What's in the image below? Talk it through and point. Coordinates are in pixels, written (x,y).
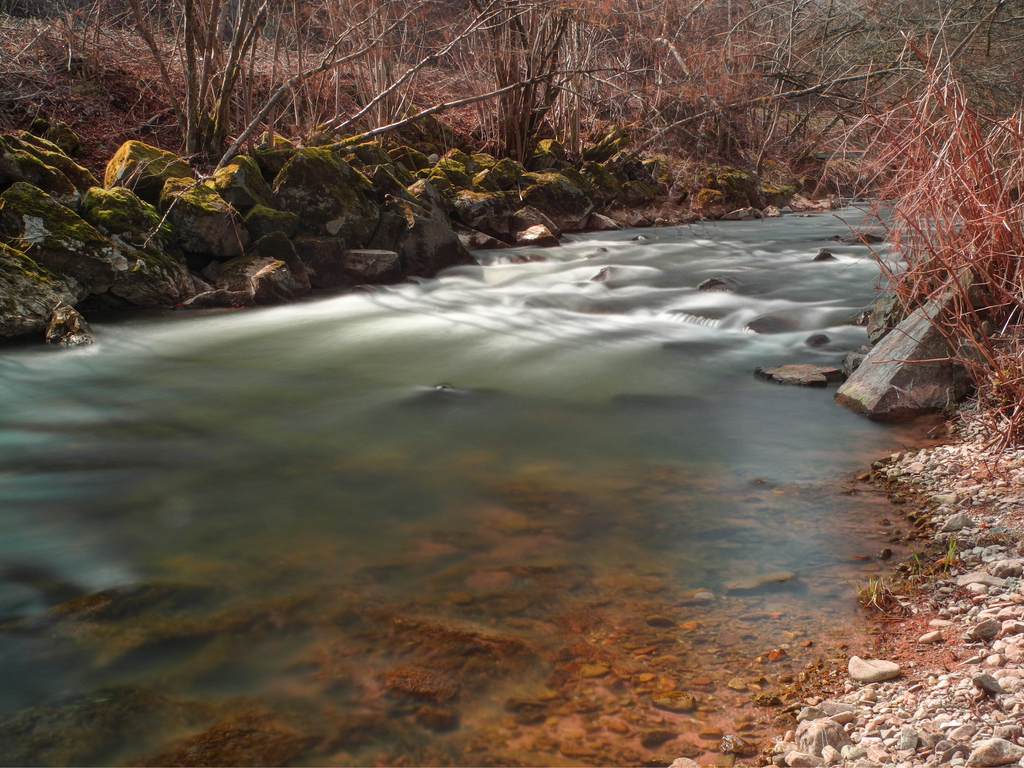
In this image we can see a water body (719,465), stones (876,371) and dry trees (777,88).
